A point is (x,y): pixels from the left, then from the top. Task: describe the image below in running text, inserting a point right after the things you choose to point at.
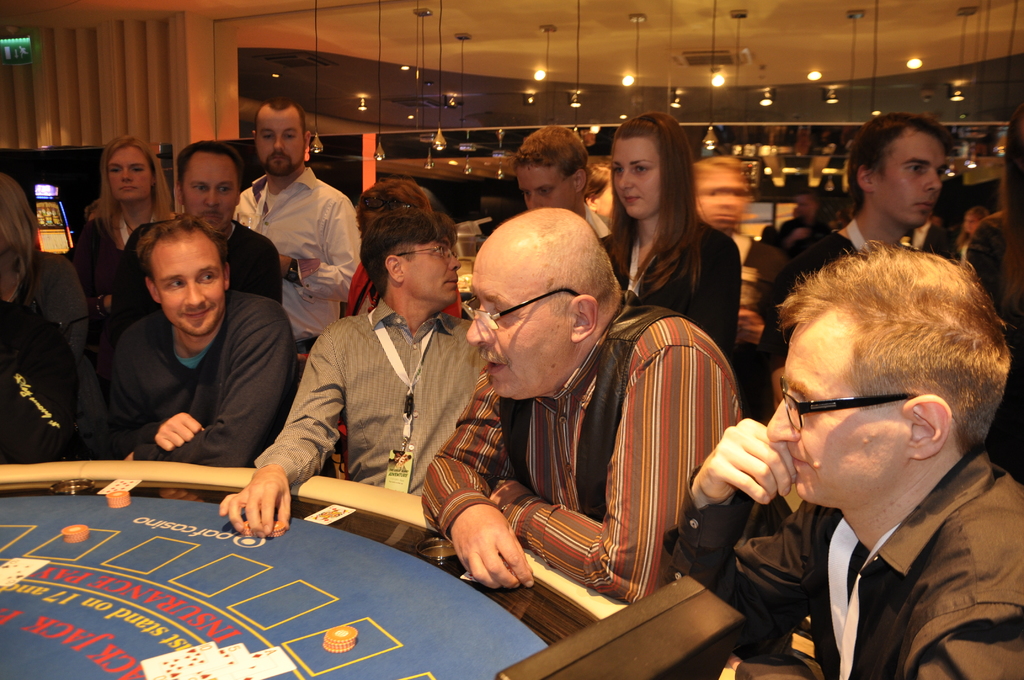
In this picture we can see a group of people (550,344) some are sitting and some are standing and in front of them there is table (166,610) with coins (126,496) on it and cards (200,649) and in background (121,113) we can see lights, wall (228,96).
